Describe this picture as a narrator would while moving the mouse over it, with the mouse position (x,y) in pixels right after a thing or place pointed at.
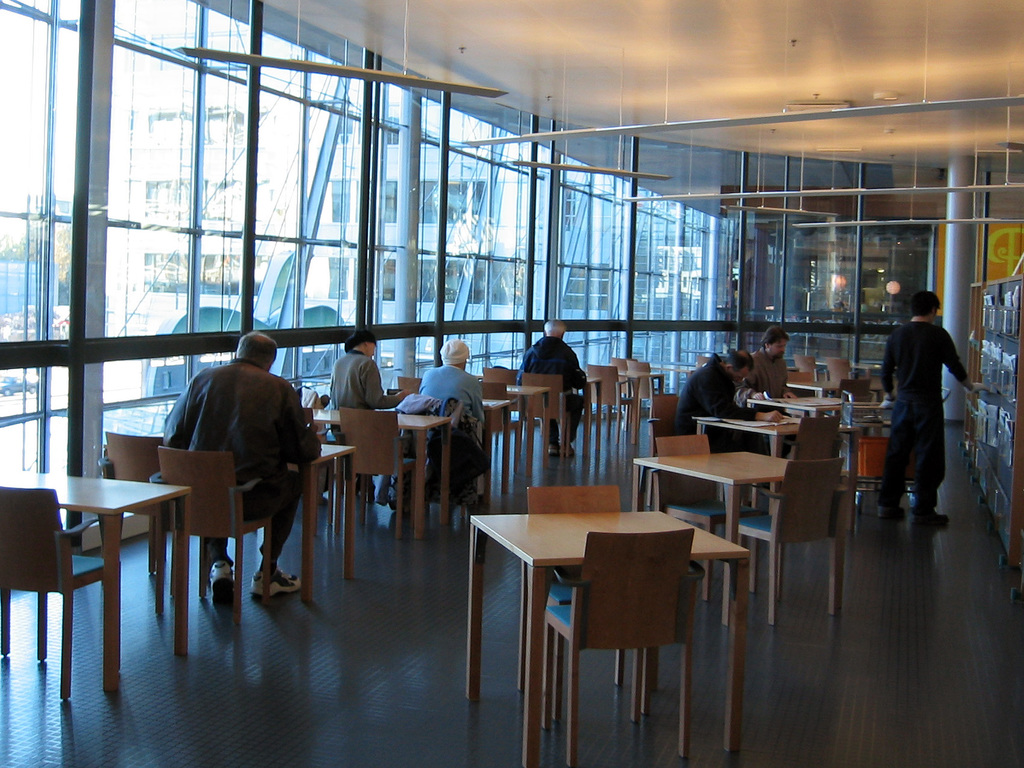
In this picture we can see a group of people (248,404) some are sitting on chairs (807,372) and one is standing and in front of them there is tables (562,527) and beside to them we have glasses (381,226), pillar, racks (999,396).
